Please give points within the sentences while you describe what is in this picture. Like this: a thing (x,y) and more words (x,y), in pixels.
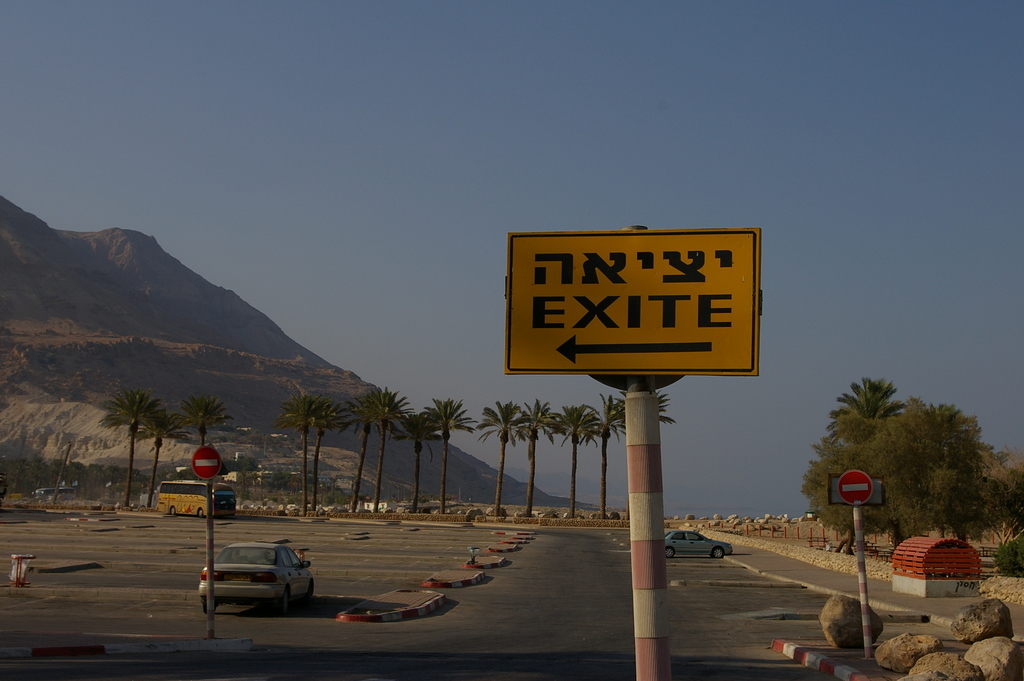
In this image I can see vehicles (308,597) on the road (533,599). Here I can see sign boards (210,467), rocks (877,627), a mountain (169,452), trees (193,475) and other objects (209,487) on the ground (764,629). In the background (492,232) I can see the sky (461,224).
